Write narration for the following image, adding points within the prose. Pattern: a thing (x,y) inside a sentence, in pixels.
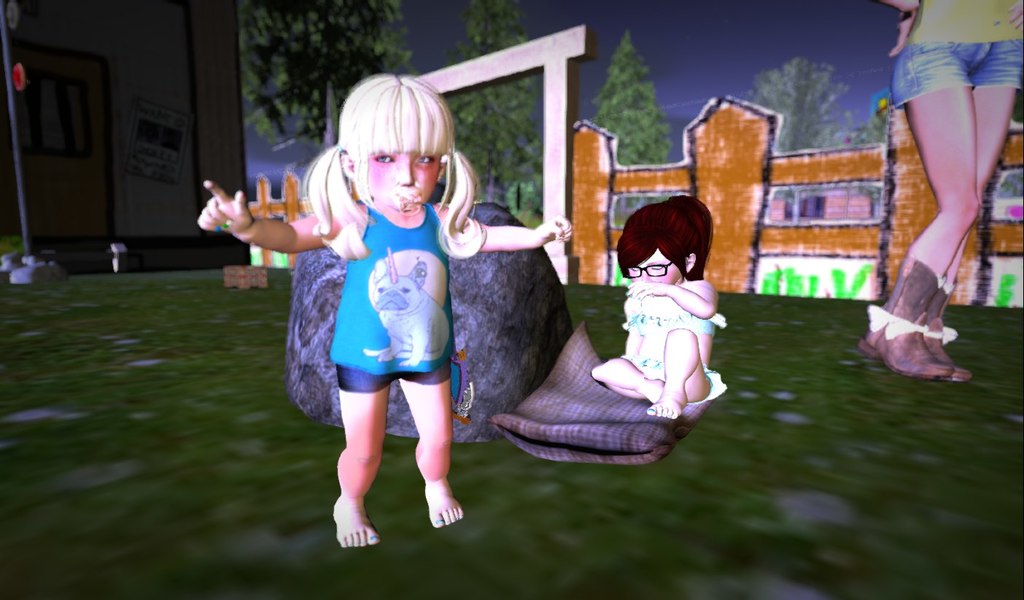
This is an animated image. We can see there are two people (954,142) standing on the grass (619,339) and a girl (644,363) is sitting on the cloth (562,395). On the left side of the girl (596,368) there is a rock (495,306). Behind the people (438,239) there is a wall (765,274) and trees (380,67). On the left side of the people (349,241) there is a pole (20,195) and a building (79,68).
